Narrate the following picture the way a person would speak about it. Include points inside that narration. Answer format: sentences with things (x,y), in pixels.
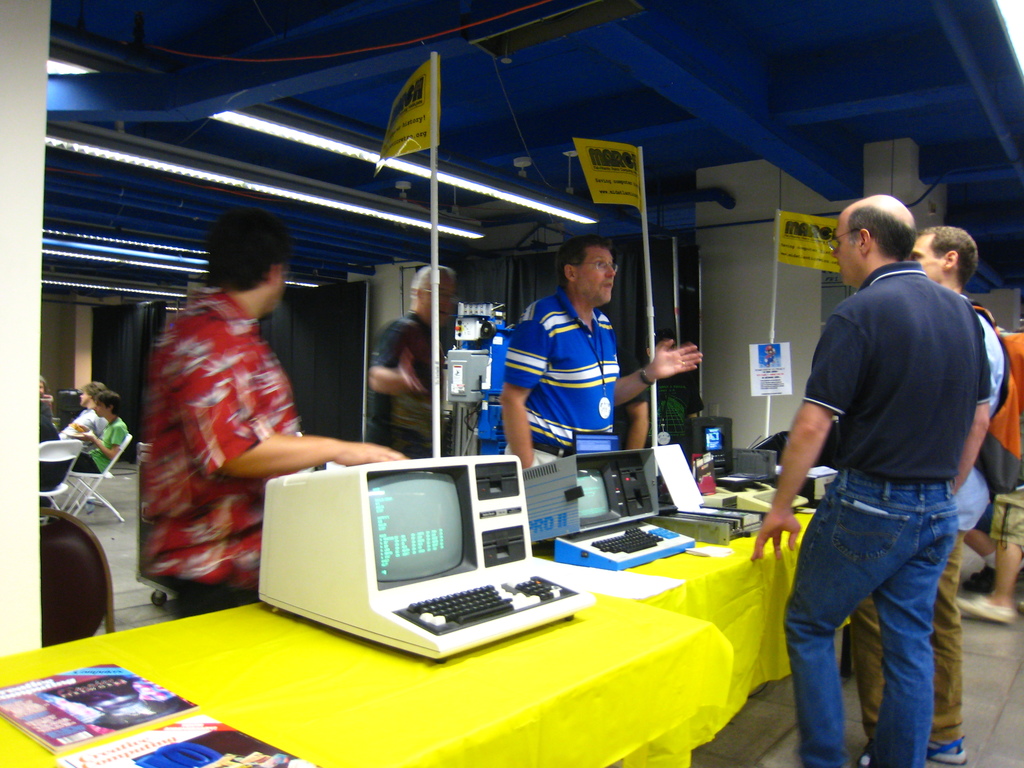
In the image there is a table (534,699) with yellow cloth (380,666). On the cloth (425,721) there are few machines (570,480) and also there are books (93,720). Behind the table (390,735) there are poles (431,401) with posters (751,387) and also there are few men (261,381). On the right corner of the image (918,493) there are two men (898,628). At the top of the image (221,92) there is a ceiling (269,137) with lights (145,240). On the left side of the image (89,393) there are few people (107,449) sitting on the chair (80,492). And in the background (77,406) there are few objects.
